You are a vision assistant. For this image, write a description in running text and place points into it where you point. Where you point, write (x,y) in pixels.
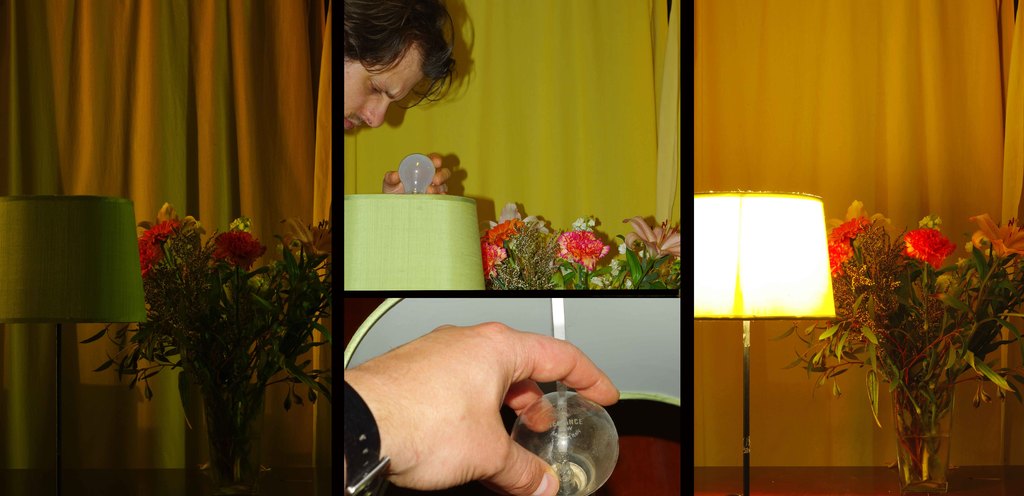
In this picture we can see a man (513,465) holding a bulb (407,192) and putting it in the bed lamp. We can see flower vases (910,348) and bed lamps (86,297) on either side of the picture.
